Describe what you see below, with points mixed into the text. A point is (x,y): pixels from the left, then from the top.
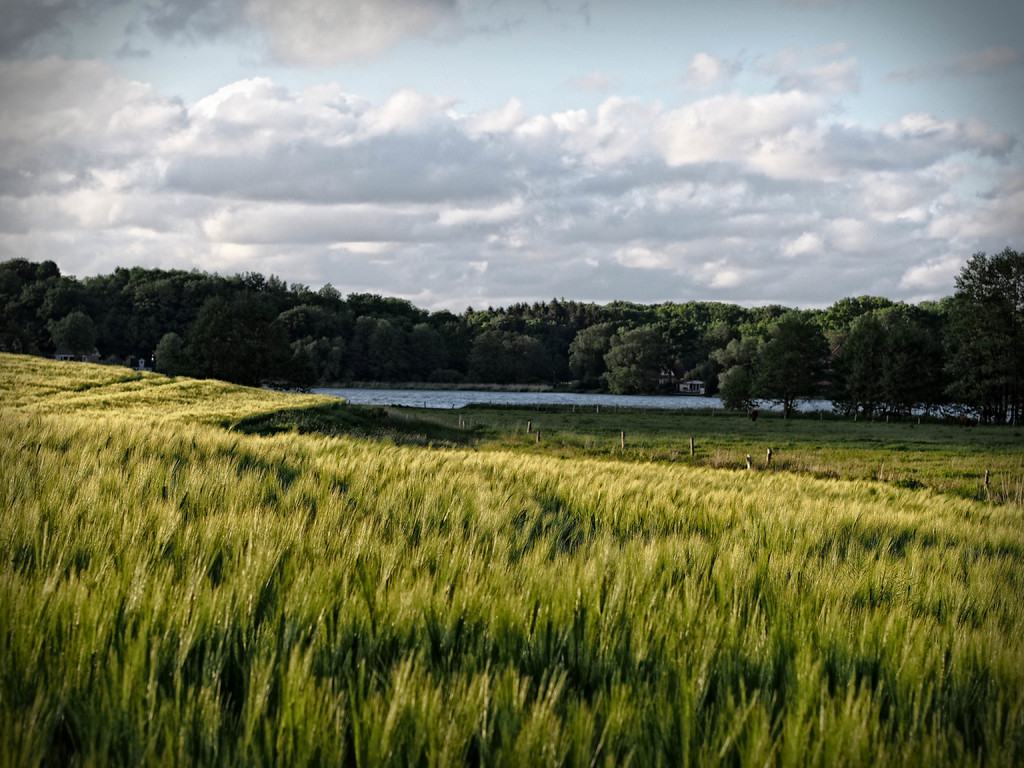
This picture is taken outside. At the bottom (390,520), there is a field (666,547). In the center (447,405), there is a river (395,399). Beside it, there are trees (792,346). On the top (510,149), there is a sky (527,138) with clouds (524,188).
